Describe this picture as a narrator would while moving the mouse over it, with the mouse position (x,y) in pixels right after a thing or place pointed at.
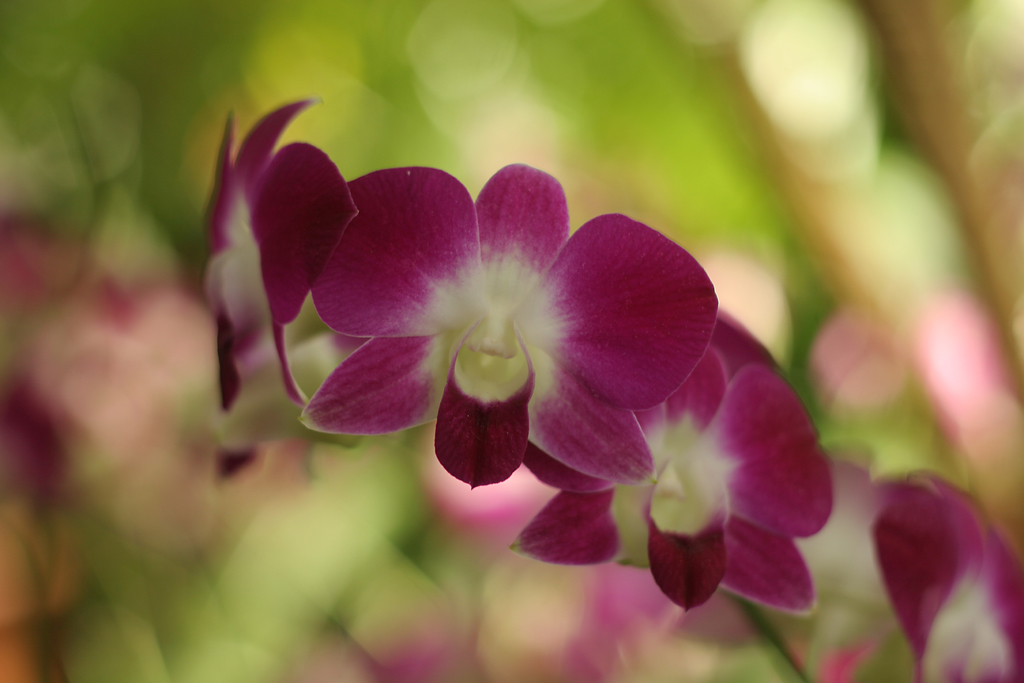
There is a zoom in picture of some flowers (576,387) as we can see in the middle of this image (528,332).
